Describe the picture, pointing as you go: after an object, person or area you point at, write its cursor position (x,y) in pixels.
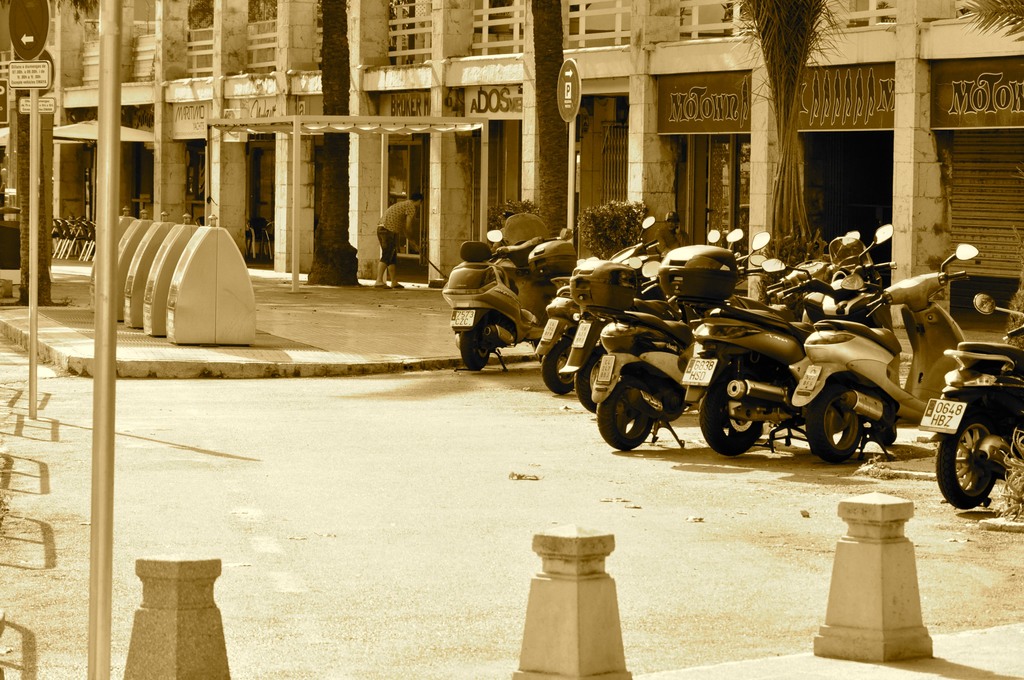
In this image I can see many motorbikes (652,384), poles (34,309) and the person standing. In-front of the person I can see the building (576,208) and plants (322,265).
